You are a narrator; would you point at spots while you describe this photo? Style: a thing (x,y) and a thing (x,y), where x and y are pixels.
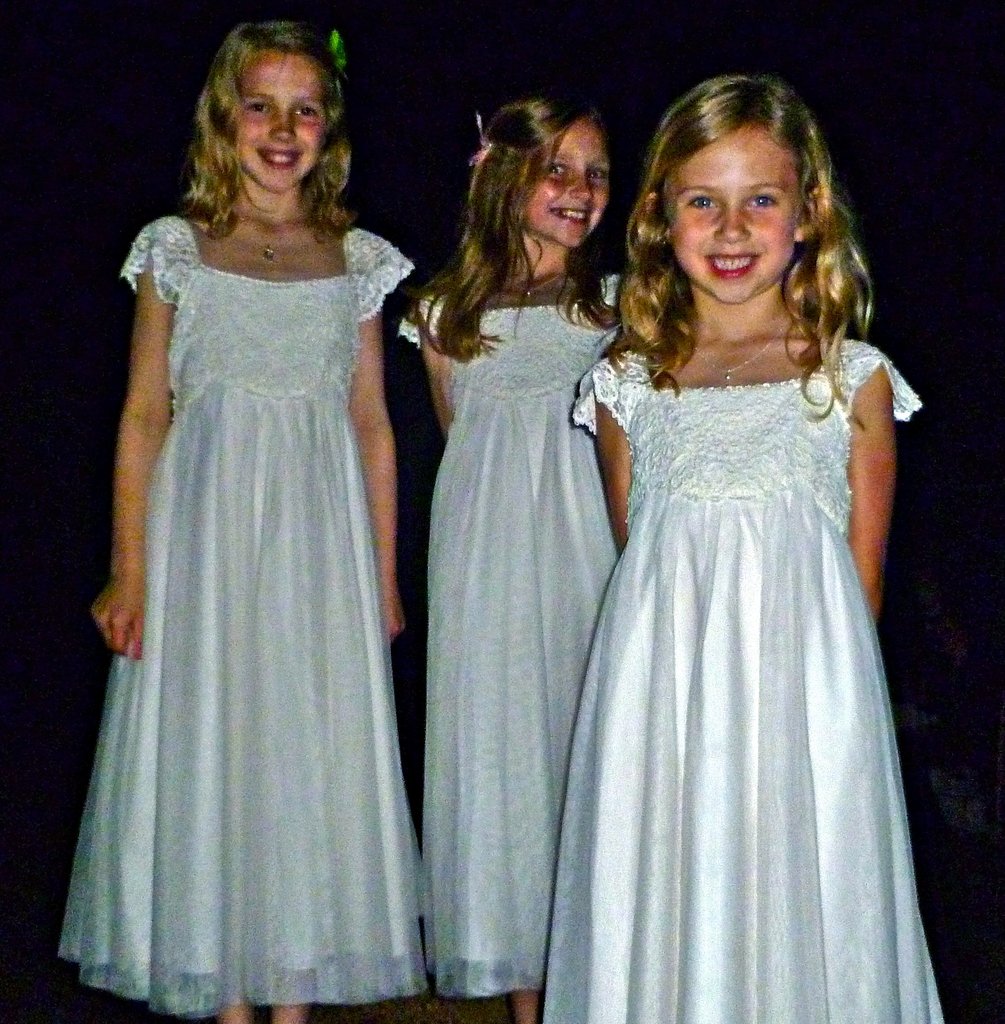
In this picture we can see three kids (536,507) standing and smiling, they wore white color dresses (567,645), we can see a dark background (606,21) here.
